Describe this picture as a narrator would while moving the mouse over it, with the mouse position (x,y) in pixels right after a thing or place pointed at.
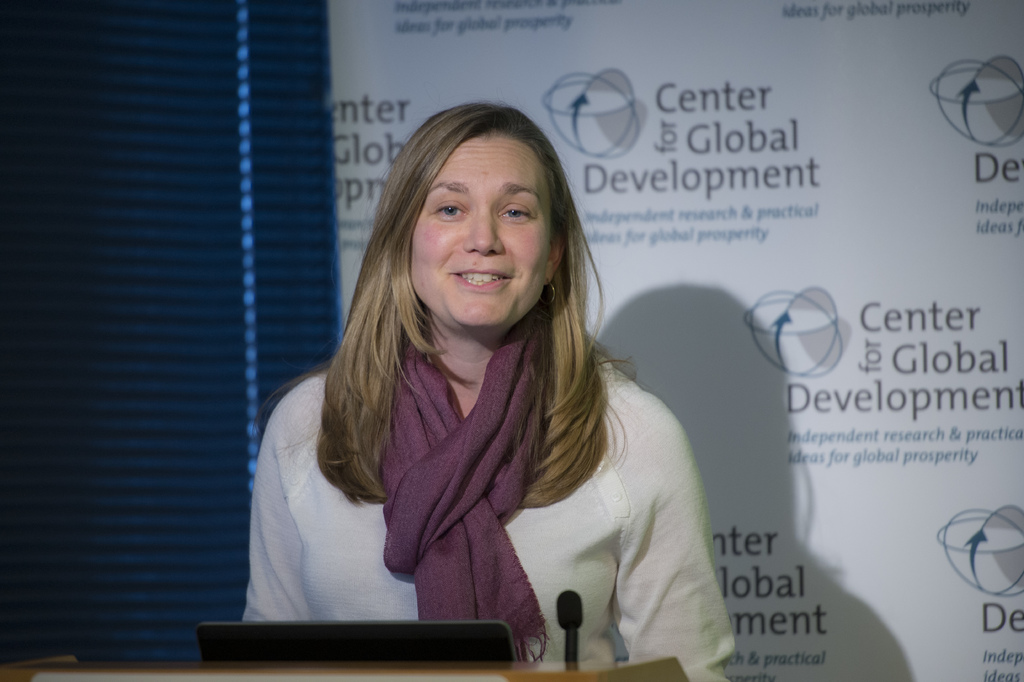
In this image I can see a woman (482,468) standing near the mike (573,619). In the background (674,184), I can see the wall (795,208) with some text (882,388) written on it.
